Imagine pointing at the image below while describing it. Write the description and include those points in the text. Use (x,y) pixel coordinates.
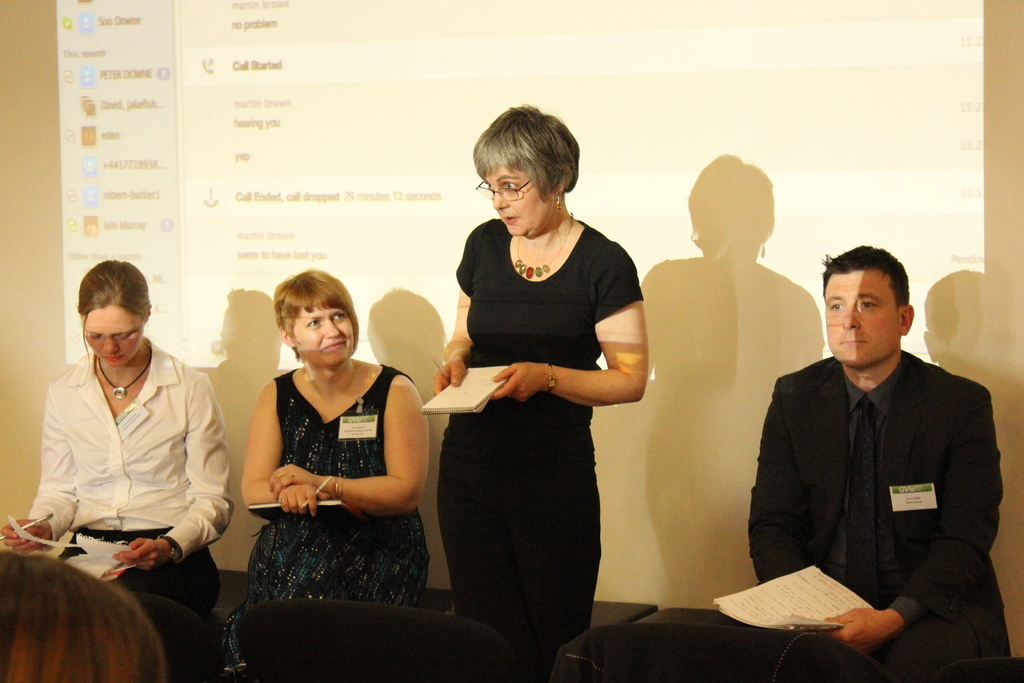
In this image we can see a group of people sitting holding some papers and a pen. We can also see a woman (546,464) standing holding a notepad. On the backside (608,194) we can see a display screen (606,179) with some text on it and some chairs (417,679).
